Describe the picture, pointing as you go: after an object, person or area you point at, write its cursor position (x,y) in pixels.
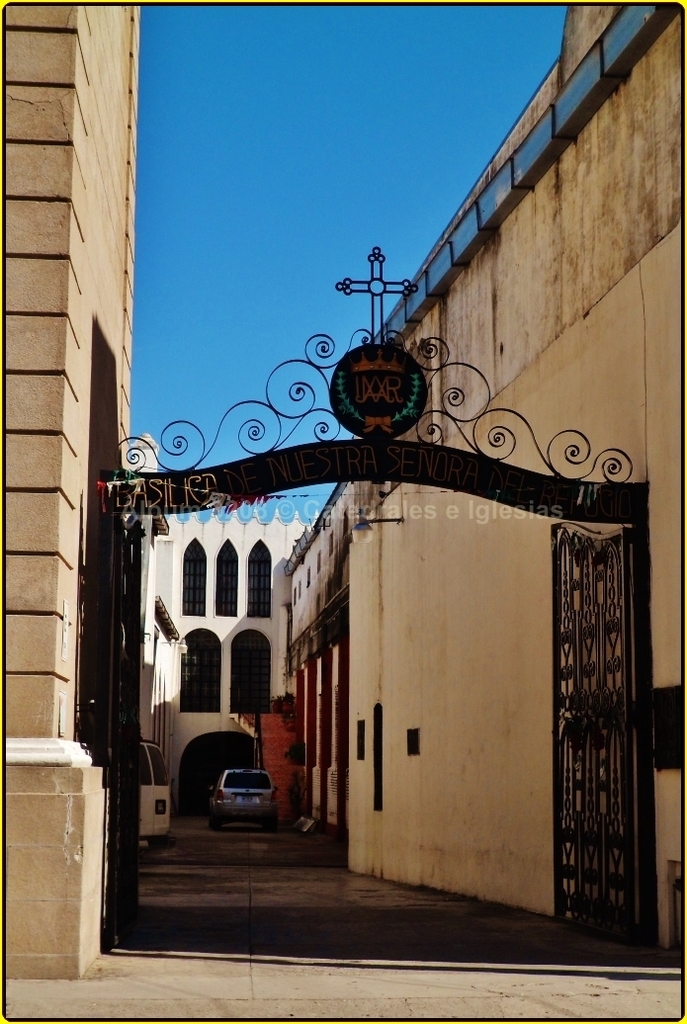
In this image we can see gates (560,560) with an arch (161,479). On the arch (342,368) there is a cross (372,313). On the sides there are walls (507,743). In the back (254,806) there is a car (256,796). Also there is a building (187,628) with arches (221,570). In the background (297,174) there is sky (311,86).
